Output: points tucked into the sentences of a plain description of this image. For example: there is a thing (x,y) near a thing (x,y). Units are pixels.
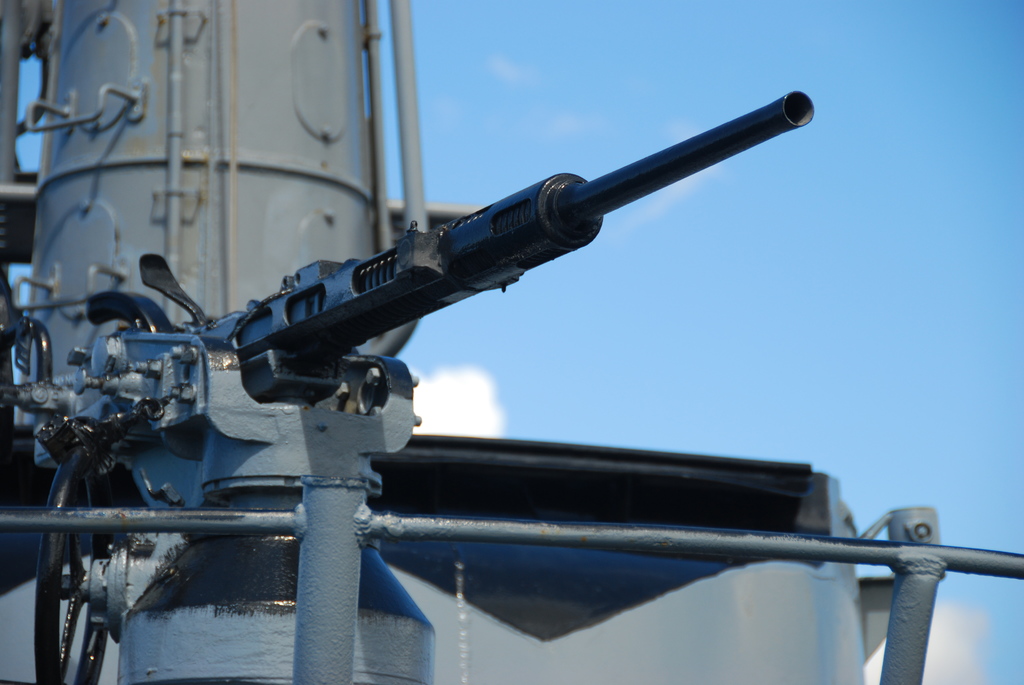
In this image in the foreground (306,461) there is some metal object (240,594), and in the background (795,387) there is sky (703,262).
